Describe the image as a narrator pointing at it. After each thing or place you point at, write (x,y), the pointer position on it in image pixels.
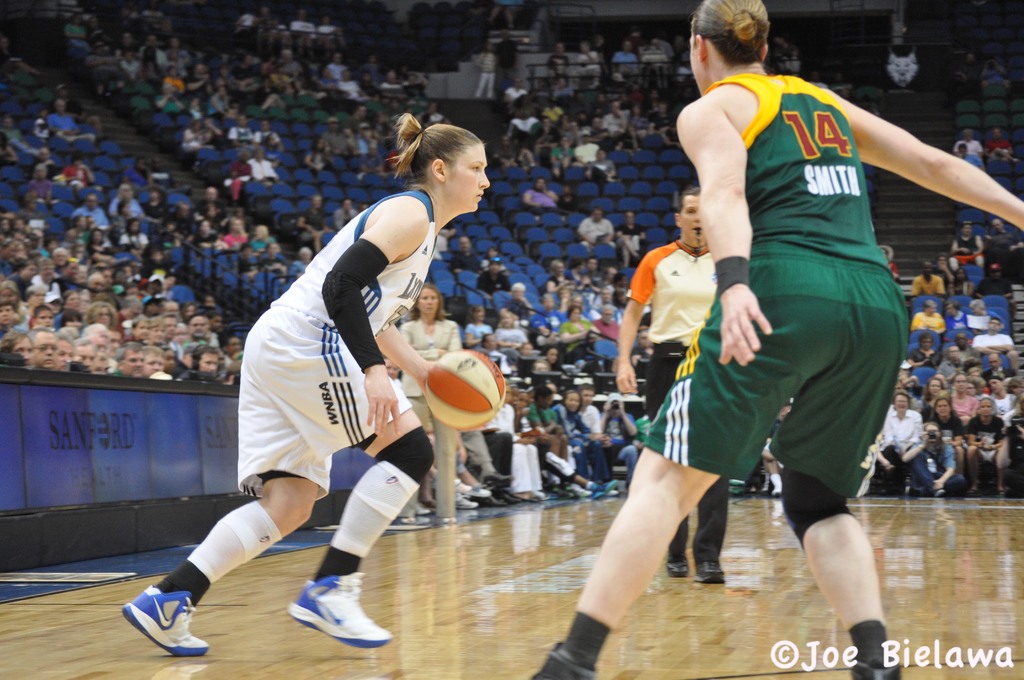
There are two persons (742,218) playing basketball. In the back (670,280) there is a referee (654,281) with a whistle (699,234) in the mouth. In the background (239,200) there are many people (591,303) sitting on chairs (197,267).
